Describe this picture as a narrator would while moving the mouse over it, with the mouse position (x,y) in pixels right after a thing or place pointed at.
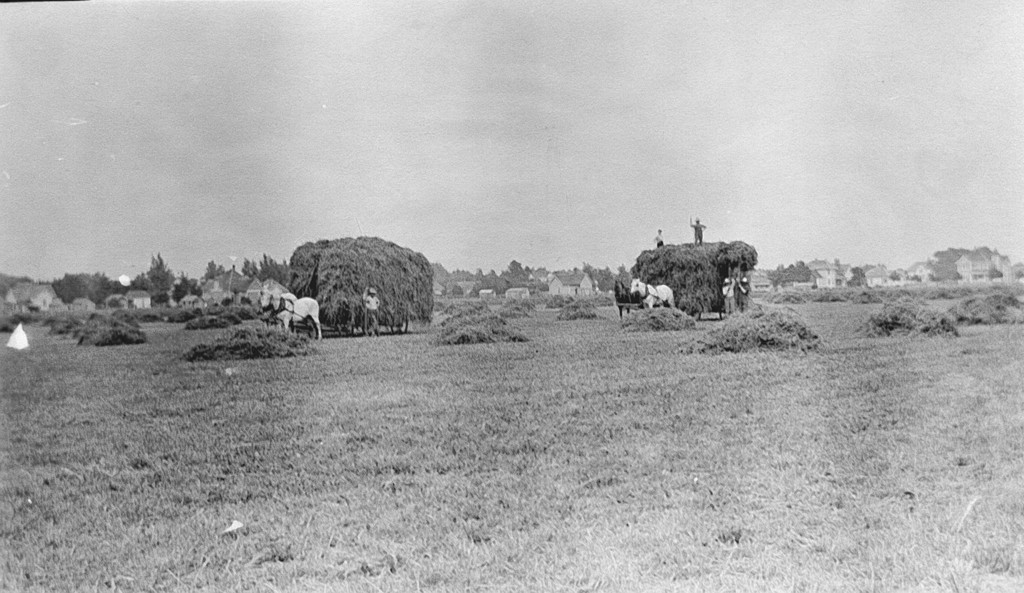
This image consists of horses (277,312) and carts (704,303). At the bottom (365,534), we can see a dry grass (457,327). In the background (237,296), there are small houses (25,291) and huts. At the top (432,109), there is a sky (654,127). And there are few persons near the carts (362,311).
